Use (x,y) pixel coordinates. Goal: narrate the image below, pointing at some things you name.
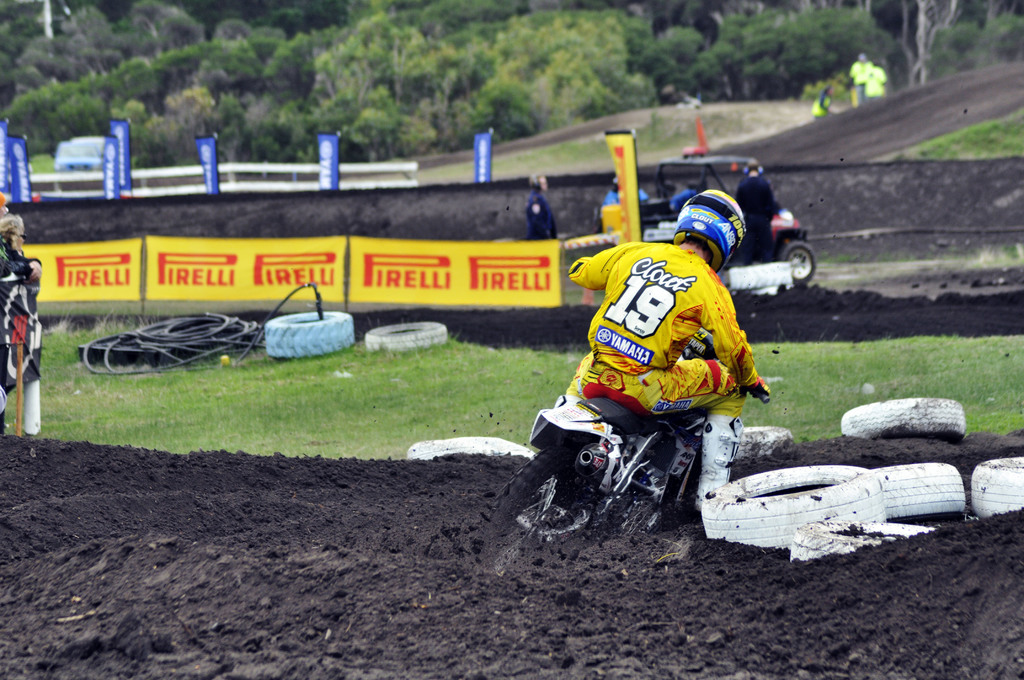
In this picture we can see a person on a motorcycle (533,510) and tyres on the ground (619,540), here we can see people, vehicles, banners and some objects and in the background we can see trees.
